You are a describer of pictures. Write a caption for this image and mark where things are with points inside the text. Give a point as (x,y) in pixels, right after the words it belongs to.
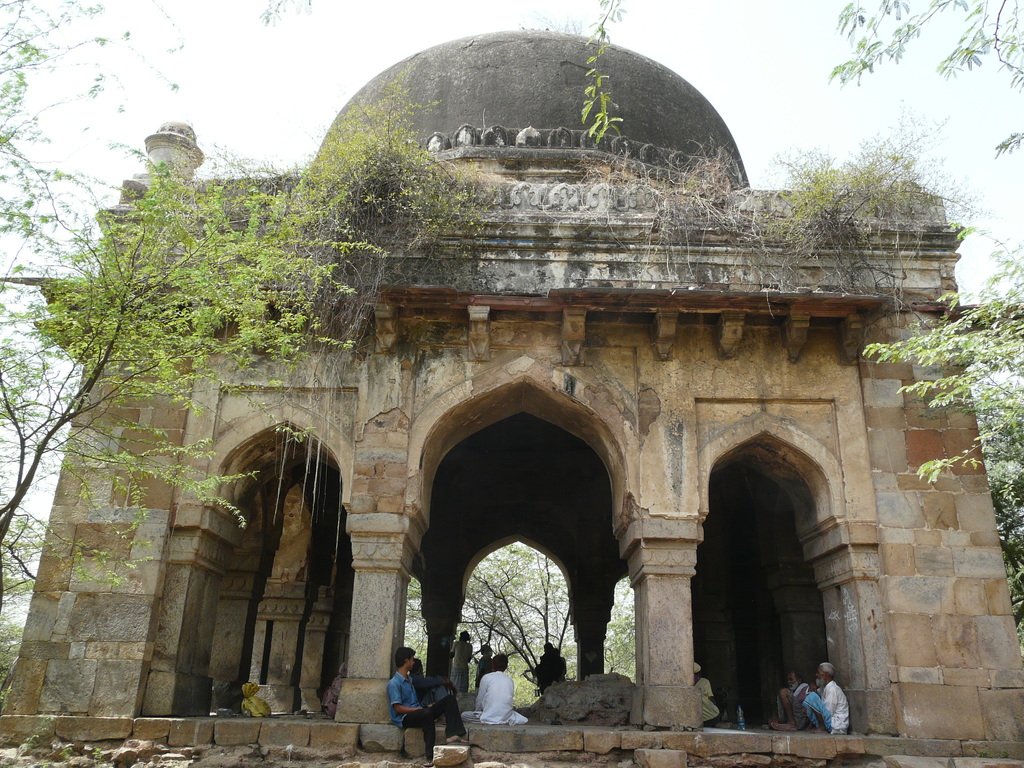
In this image we can see a fort (525,319), in the fort (516,477) there are some people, we can see some trees (328,156) and the sky (395,13).
